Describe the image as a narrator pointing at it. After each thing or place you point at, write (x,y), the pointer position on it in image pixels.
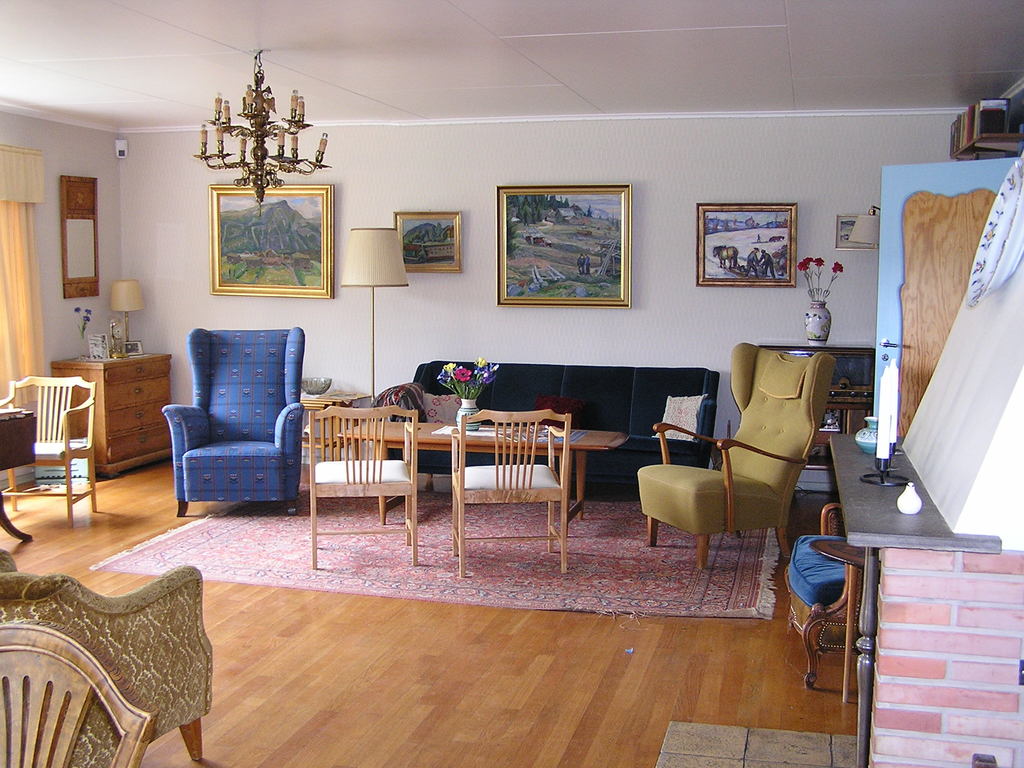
This image is taken inside a room (353,596) and there is a lots of furniture (104,700) in this room (259,429). At the top of the image (635,22) there is a ceiling (970,62) and a chandelier (253,93) is hanged to it. At the background (656,243) there is a wall (223,306) with many picture frames (555,221) on it. At the bottom of the image (572,749) there is a floor (366,686) with mat (577,574). In the middle of the image (348,485) there is a sofa (591,456), coffee table (581,441), chairs (492,474) and a flower vase (467,398) on a table (436,437).
